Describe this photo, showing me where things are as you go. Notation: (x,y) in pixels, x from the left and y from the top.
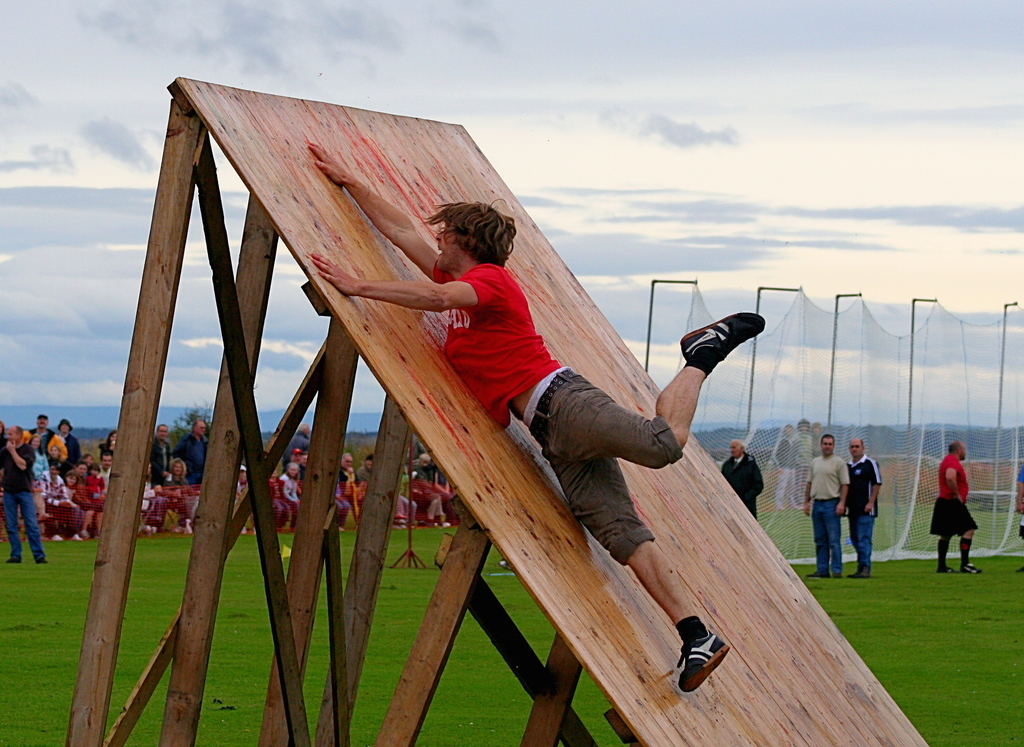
This picture shows a man (476,353) jumping and we see a wooden plank (274,185) with wooden sticks (339,743). We see few people (156,441) standing and few (170,484) are seated and we see net (777,376) and grass (931,568) on the ground (941,640) and a blue cloudy sky (736,154).
